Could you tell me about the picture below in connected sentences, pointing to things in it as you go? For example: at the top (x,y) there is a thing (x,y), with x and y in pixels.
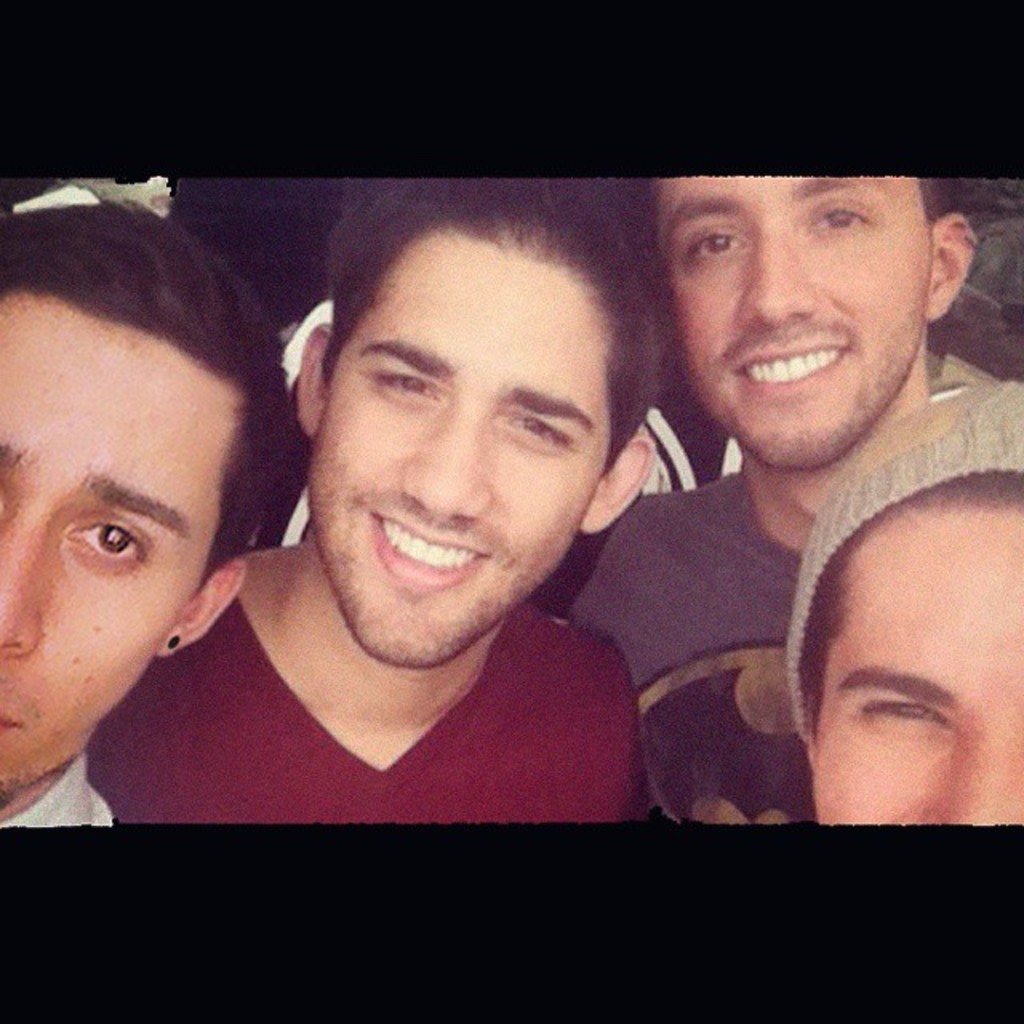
In this image I can see few men (474,450) and I can see smile (763,374) on their faces (591,480). I can also see one of them is wearing a cap (998,412) and I can see a two of them are wearing t shirts (512,688).
